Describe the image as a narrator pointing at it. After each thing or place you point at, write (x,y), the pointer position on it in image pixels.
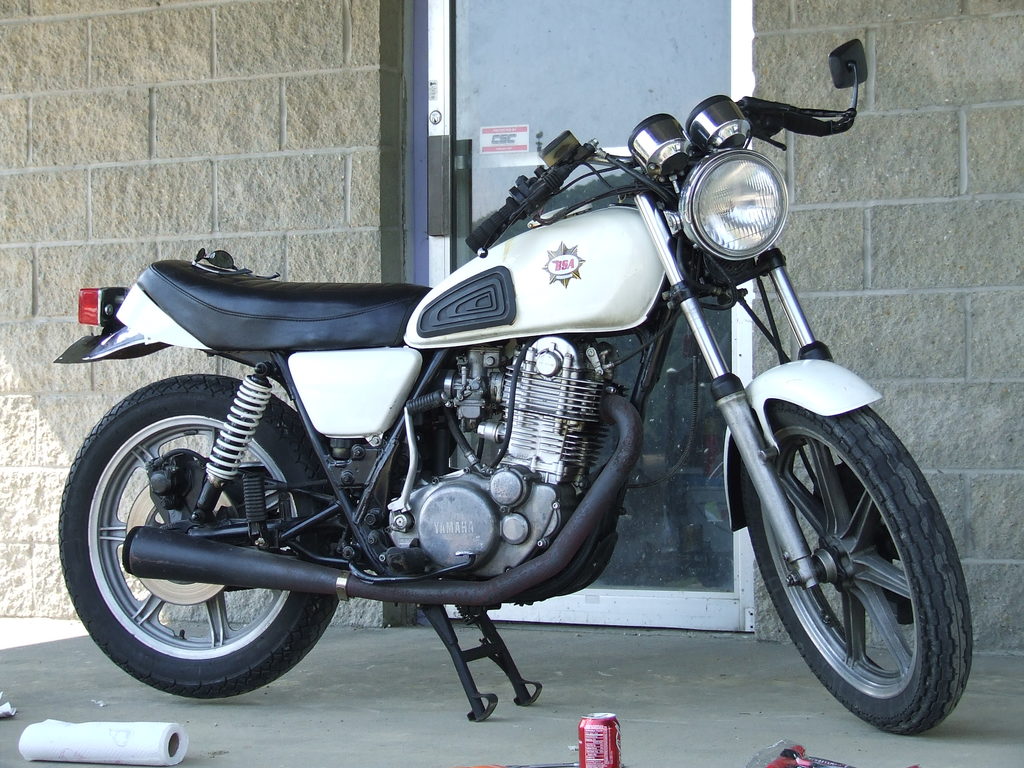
In this image, we can see a bike (570,496) in front of the wall (321,157). There is a door (554,97) in the middle of the image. There is a tin (589,729) at the bottom of the image (604,746). There is paper roll (73,731) in the bottom left of the image (82,735).
